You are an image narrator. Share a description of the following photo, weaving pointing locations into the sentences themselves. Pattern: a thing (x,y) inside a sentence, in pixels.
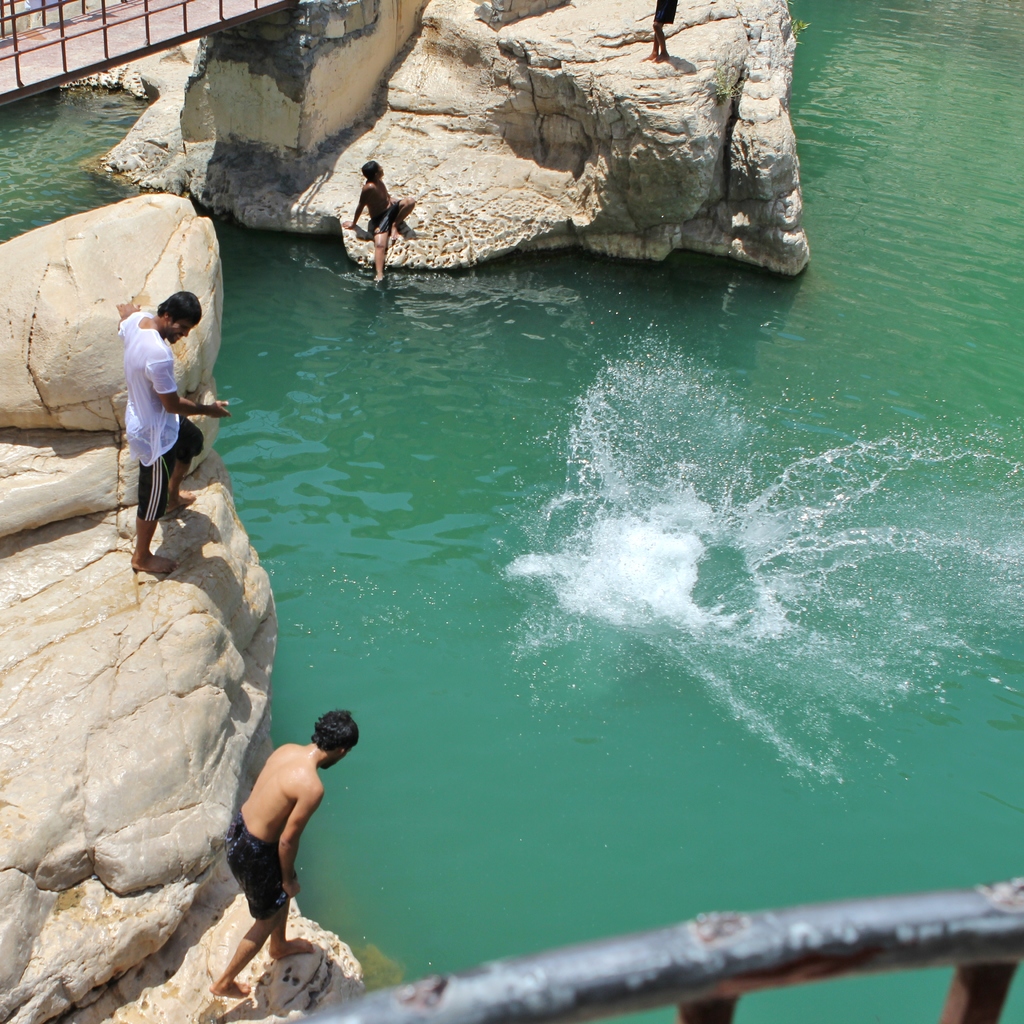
In this picture I can observe some people (120,333) standing on the rocks (112,394). I can observe a pond (518,446) in this picture. There is a railing (100,30) on the top left side (44,10).
